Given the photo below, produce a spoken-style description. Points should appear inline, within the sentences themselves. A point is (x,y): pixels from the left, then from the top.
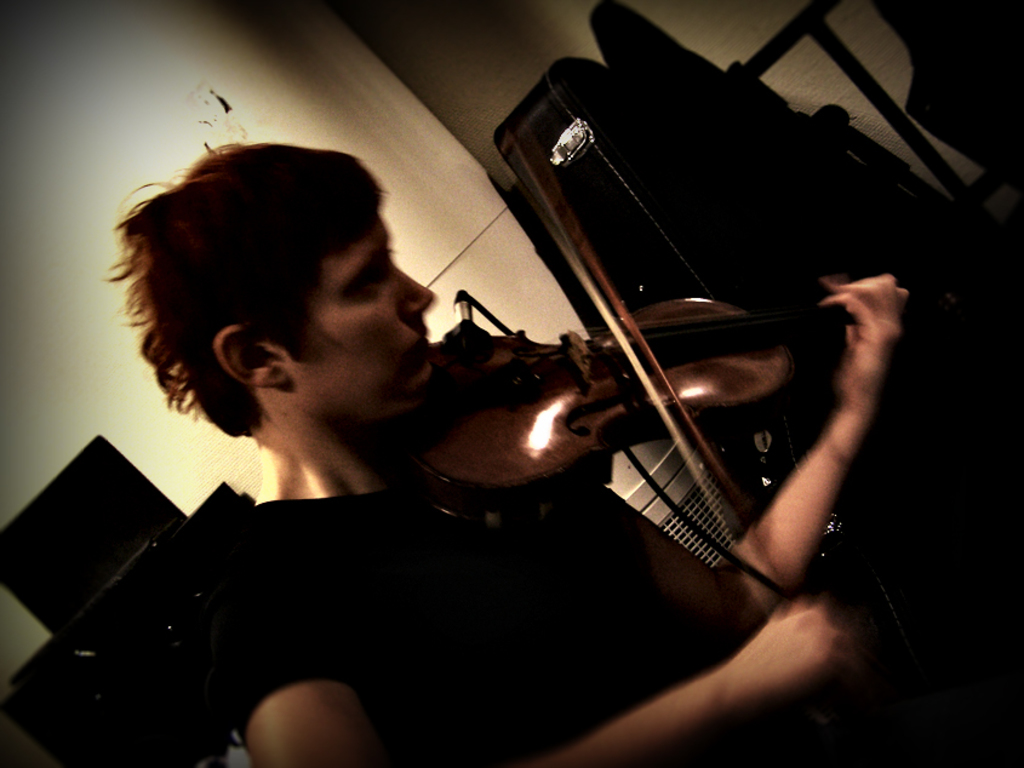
This person (329,520) is playing a violin (642,394). This is a violin bag (667,204).
